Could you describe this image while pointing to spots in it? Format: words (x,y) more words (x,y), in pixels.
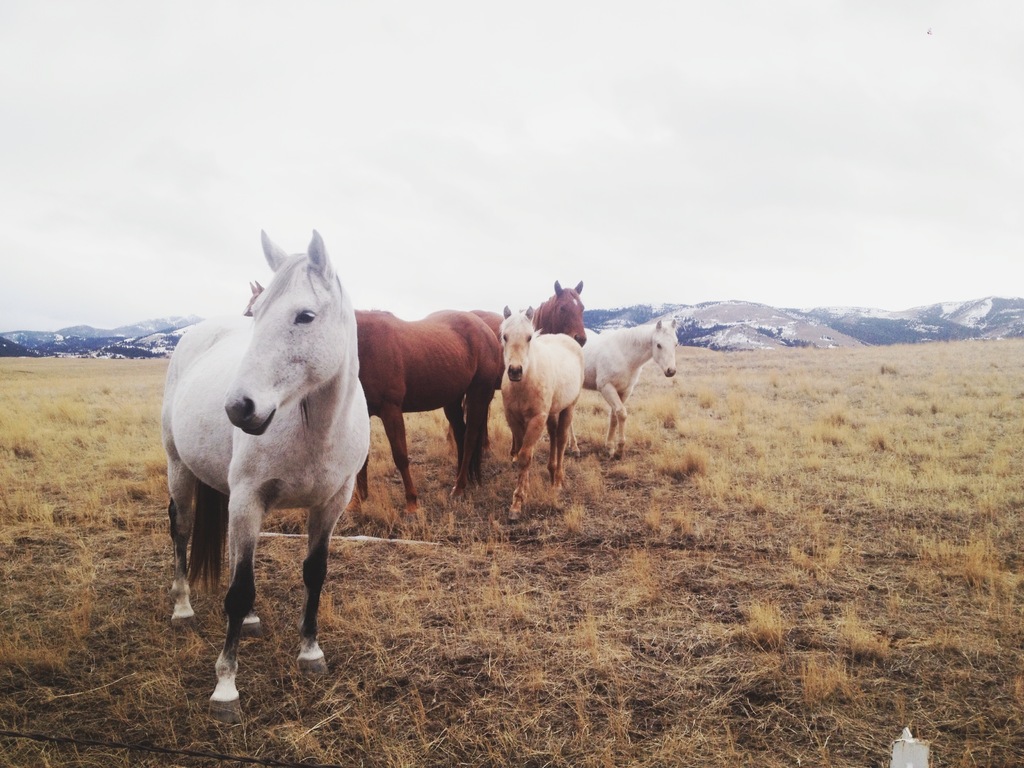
In this image I can see horses (392,415). In the background (640,435) I can see the grass (689,456), mountains (686,333) and the sky (451,104).
